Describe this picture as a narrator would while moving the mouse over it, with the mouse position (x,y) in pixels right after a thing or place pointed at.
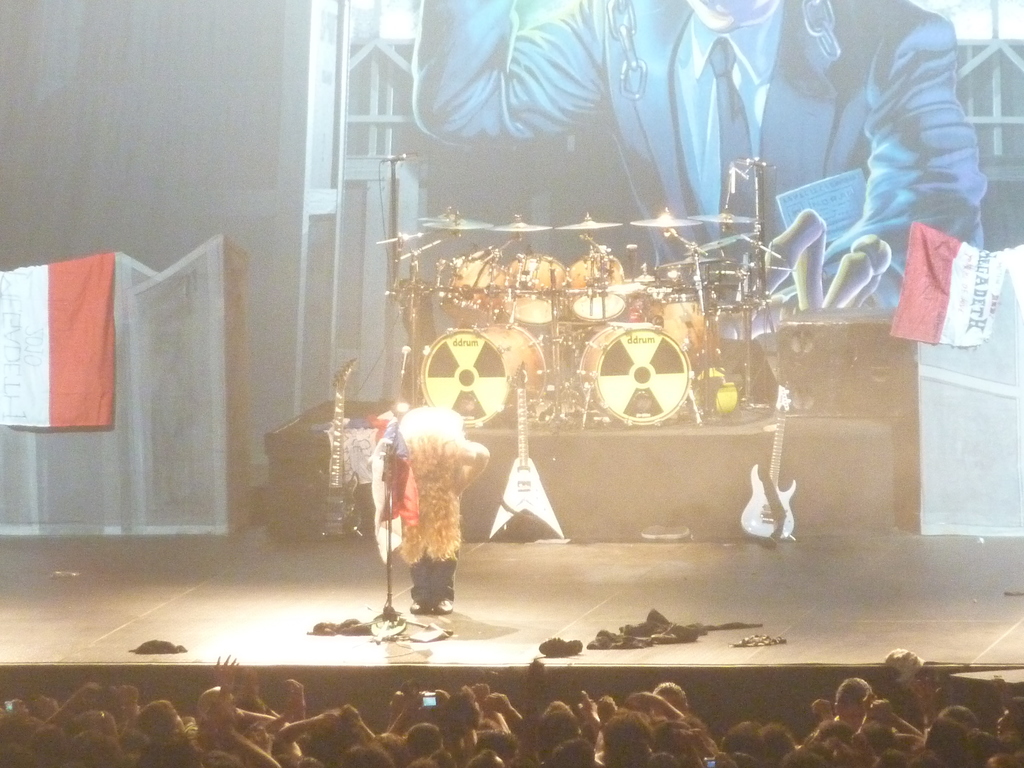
In the center of the image (457,481) we can see a person (452,487) bending there is a mic (406,365) placed on the stand (389,525). We can see guitars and there is a band (611,344). On the right (830,369) there is a speaker (853,381) and we can see flags (110,363). In the background (757,116) there is a board (710,133). At the bottom (241,747) we can see crowd (530,712) and there are things (655,640) placed on the dais (301,642).
